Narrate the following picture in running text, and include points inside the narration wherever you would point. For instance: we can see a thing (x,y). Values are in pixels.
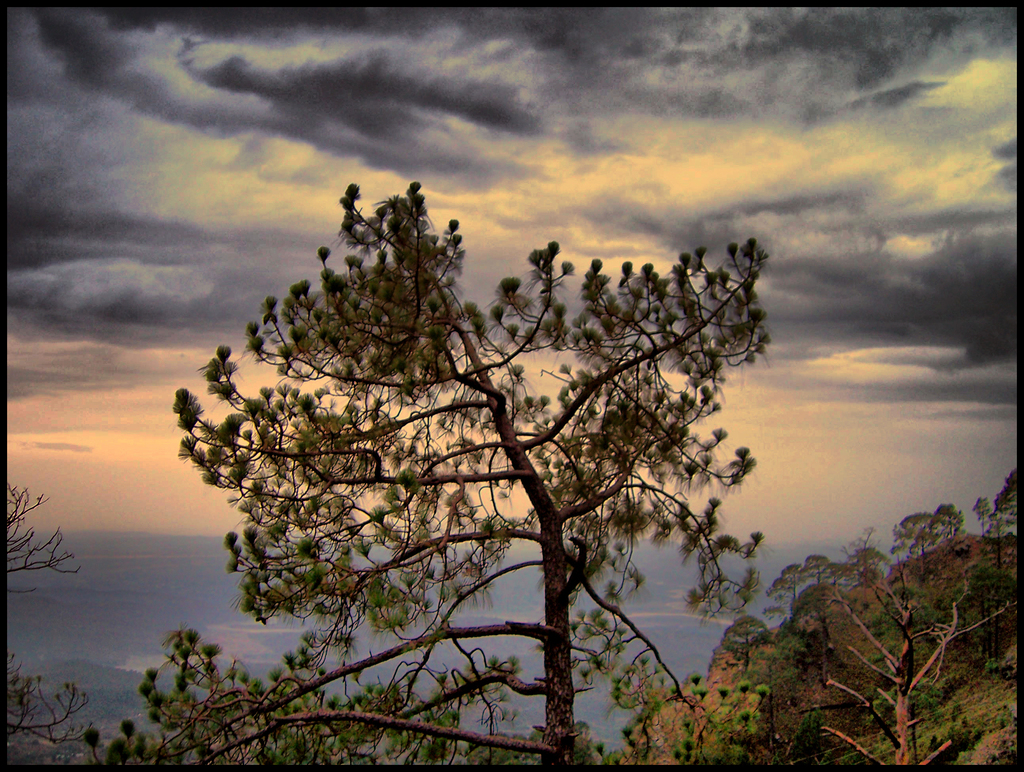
This is an edited image. Here I can see many trees (460,719). On the right side (926,636) there is a hill (792,713). At the top of the image (303,104) I can see the sky (331,104) and clouds (383,94).
